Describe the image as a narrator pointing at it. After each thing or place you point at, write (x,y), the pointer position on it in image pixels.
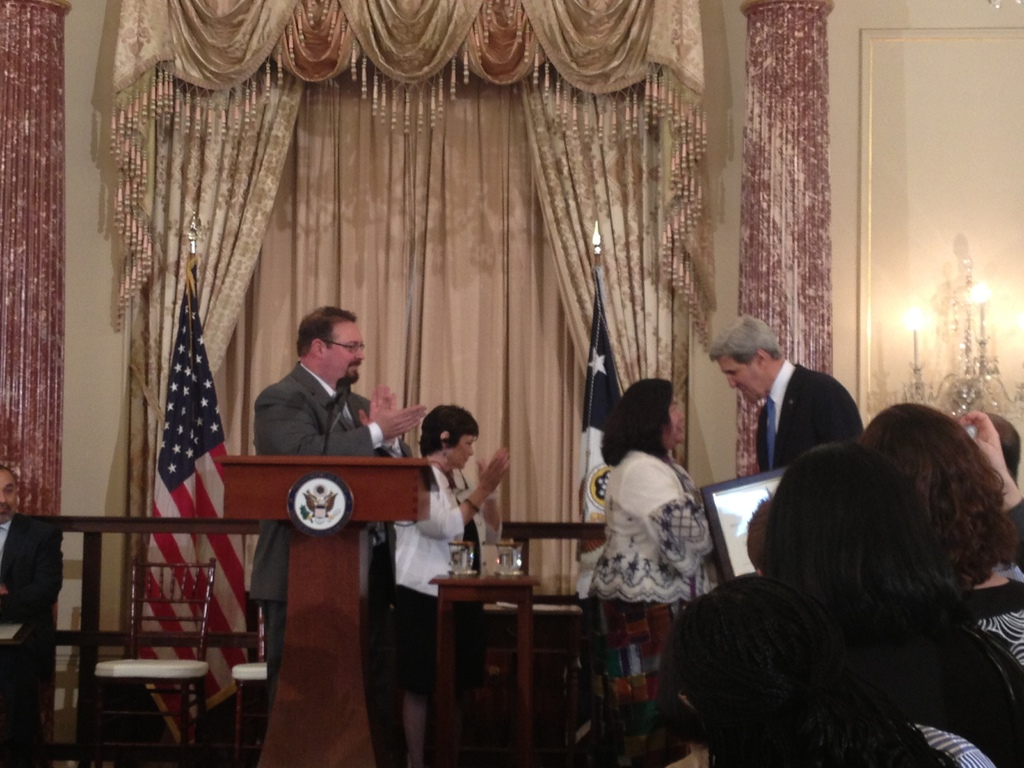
These persons (422,615) are standing. On the background (465,203) we can see wall (955,124), frame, lights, flag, curtain (387,86). We can see chairs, table (479,581), podium (382,486) and microphone (350,394). On the table (449,604) we can see glass (466,569).
